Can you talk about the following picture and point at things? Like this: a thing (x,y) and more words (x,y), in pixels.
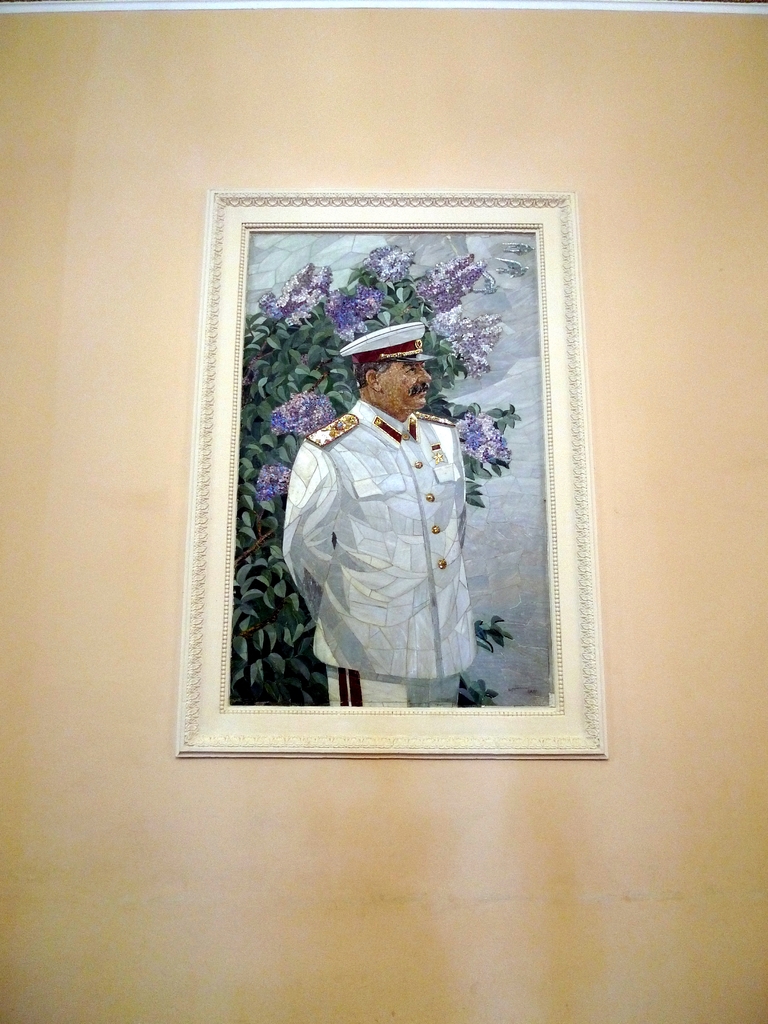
A picture (485,430) with frame (547,444) is on the wall (41,446). This man (423,426) is looking right side of the image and wore a cap (379,331). Background (327,316) there are leaves (273,457) and flowers (295,404).
